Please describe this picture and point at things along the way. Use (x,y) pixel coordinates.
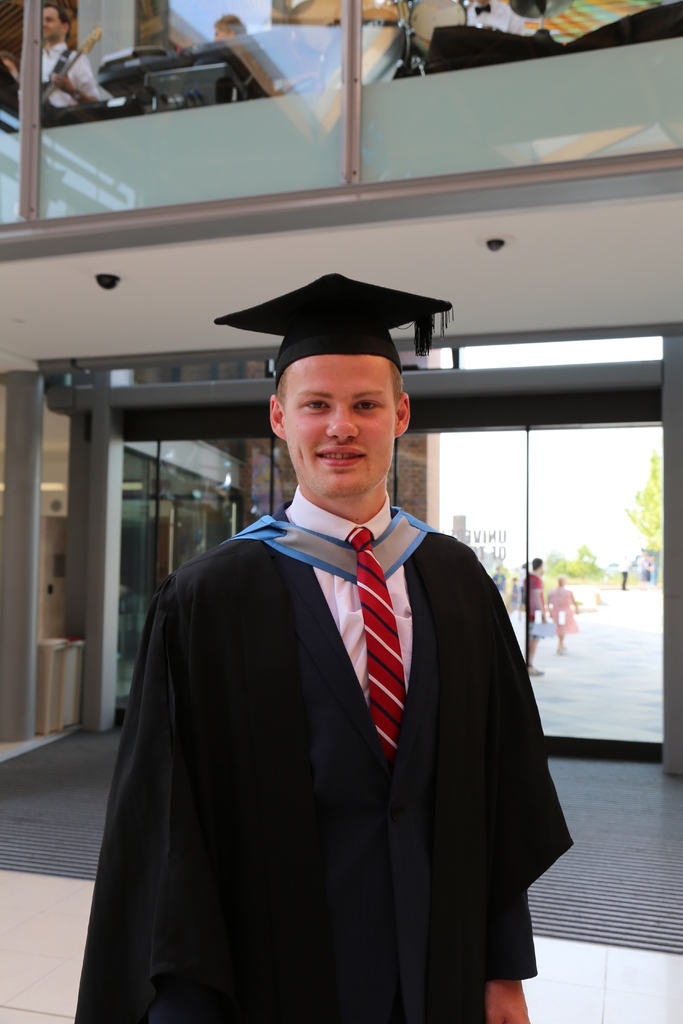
In this picture there is a man (497,607) who is wearing cap (440,302) jacket (423,767), shirt (365,676) and tie (386,662). In the back (557,629) I can see the door (528,573), trees (658,546), plants (569,570), grass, people (621,569) and sky (593,539). At the top (486,17) I can see some people (492,10) who are playing the drum (455,22), piano (160,60) and other musical instrument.
